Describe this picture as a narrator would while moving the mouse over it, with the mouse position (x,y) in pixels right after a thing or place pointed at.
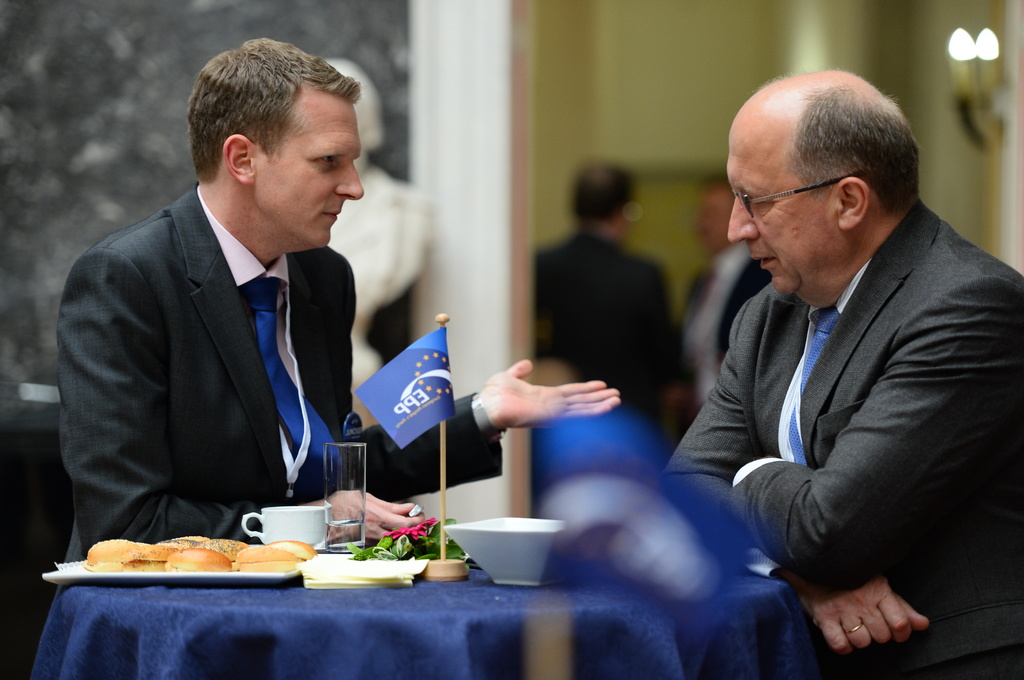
In this image we can see two persons (951,296) wearing a coat (246,352) and tie (270,366) are sitting in front of a table (205,661). One person (792,575) is wearing spectacles (794,191). On the table (439,586) we can see a flag (446,385), glass (359,509), flowers (409,557), bowls (519,548) and tray (165,573) containing food (228,567) is placed on it. In the background (707,306) we can see two persons (710,291) and a statue (402,201).
